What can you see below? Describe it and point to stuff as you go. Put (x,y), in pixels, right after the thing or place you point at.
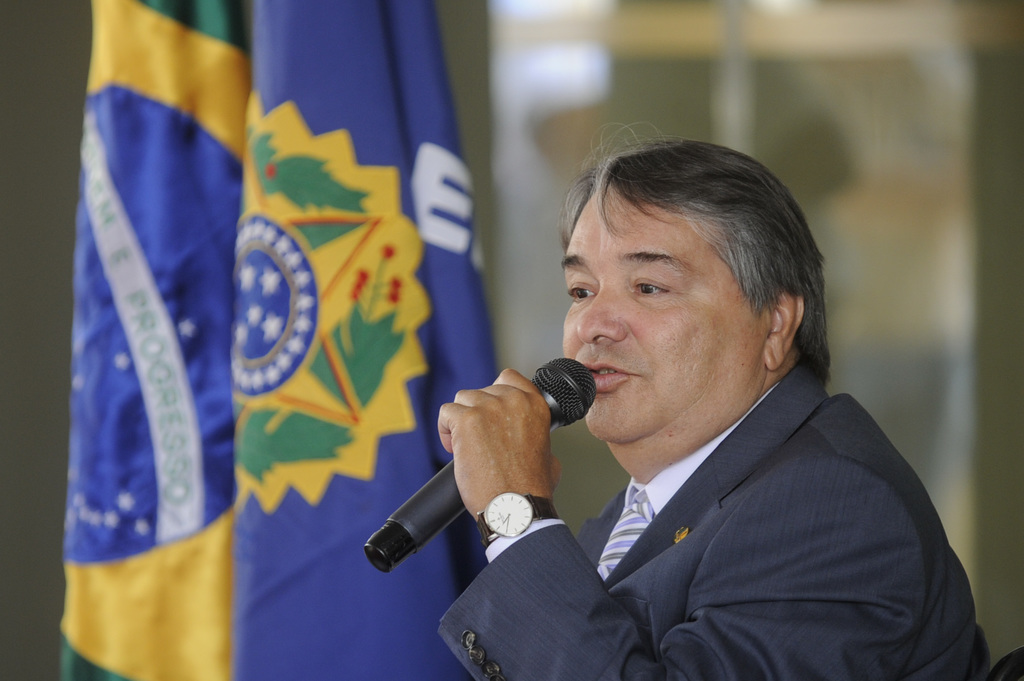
In this picture there is a person (704,353) sitting and holding the microphone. At the back (252,362) there are flags (166,439) and the image is blurry.
